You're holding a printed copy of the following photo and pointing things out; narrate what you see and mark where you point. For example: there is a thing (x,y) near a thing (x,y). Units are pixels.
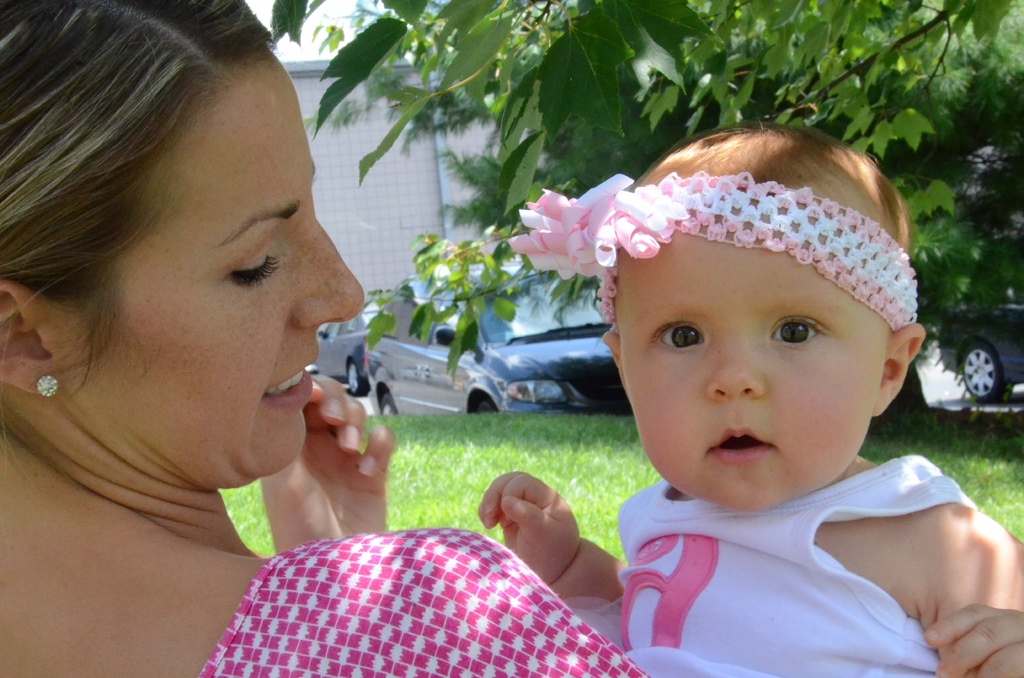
In this image there is a woman (559,644). She is holding a baby (792,577) in her arms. Right side (944,133) few trees (530,75) are on the grassland (543,426). Vehicles (432,359) are on the road (374,400). Behind there is a wall (346,208).
